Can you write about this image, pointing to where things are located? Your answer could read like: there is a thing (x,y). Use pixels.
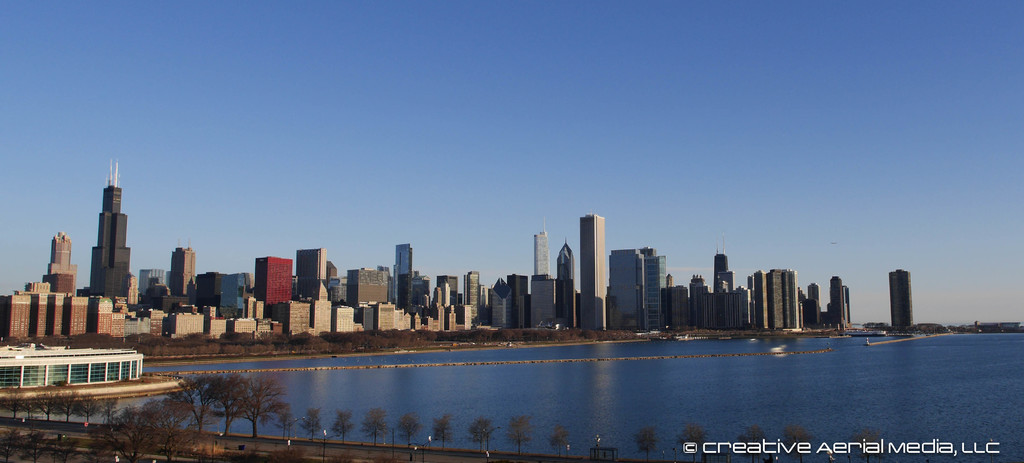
In this image, there are a few buildings (905,310). We can see some water (495,370). We can see the ground (184,450). We can see some trees (180,436) and poles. We can also see the sky (708,33) and some text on the bottom right corner (956,443).
